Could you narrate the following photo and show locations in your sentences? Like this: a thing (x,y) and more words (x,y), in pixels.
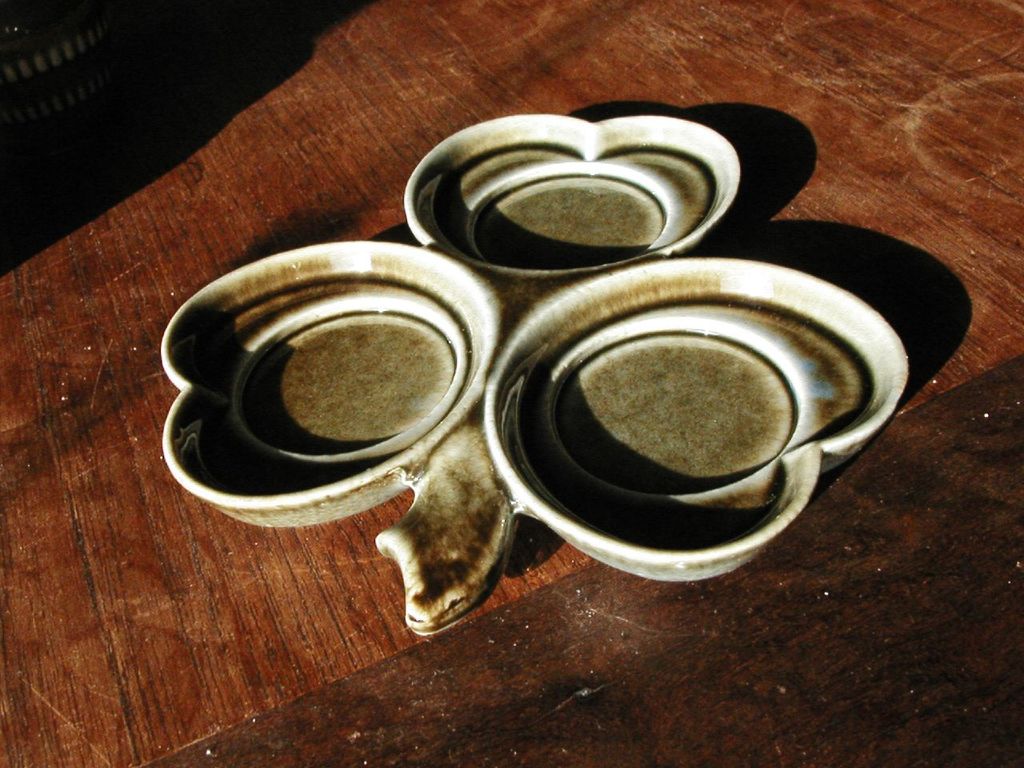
In this picture I can see a leaf shaped plate (419,417) on the wooden table (319,240), and in the background (4,87) there is an item (96,27).
